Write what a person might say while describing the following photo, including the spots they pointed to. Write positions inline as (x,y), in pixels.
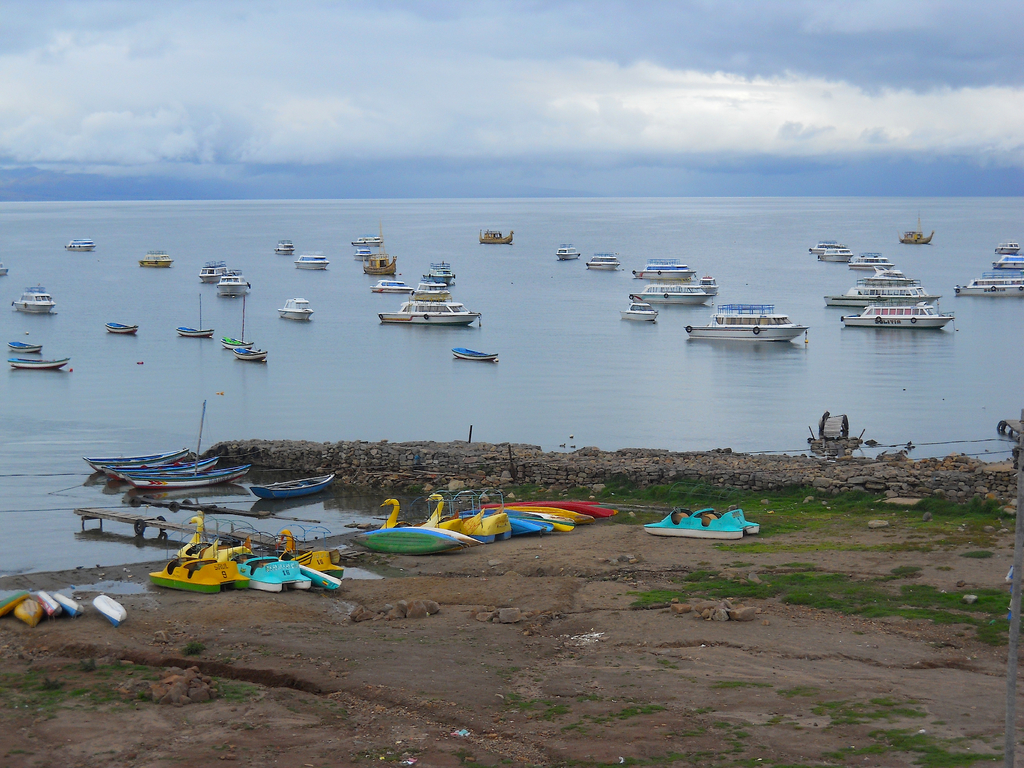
In this image I can see a few boats (605,511) and they are in different color. In front (335,560) I can see a colorful duck boats (462,510) on the ground (547,540). We can see a water (154,370), poles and bridge (105,508). The sky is in white and blue color.
